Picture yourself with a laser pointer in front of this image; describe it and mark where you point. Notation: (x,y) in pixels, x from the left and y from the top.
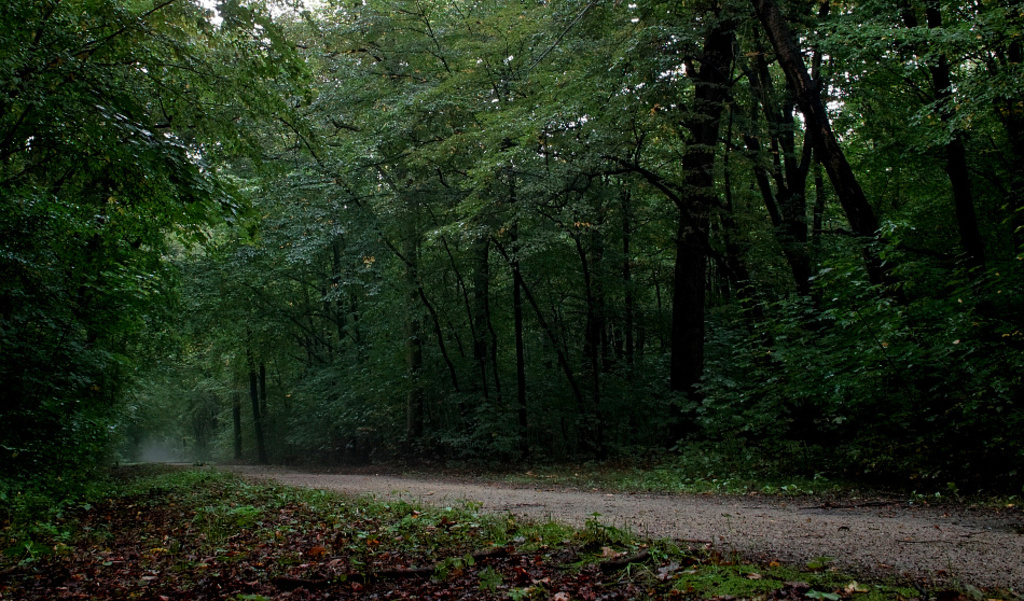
In the image there is a path (694,534) and around that path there are many trees (490,433) and dry leaves (301,553).
